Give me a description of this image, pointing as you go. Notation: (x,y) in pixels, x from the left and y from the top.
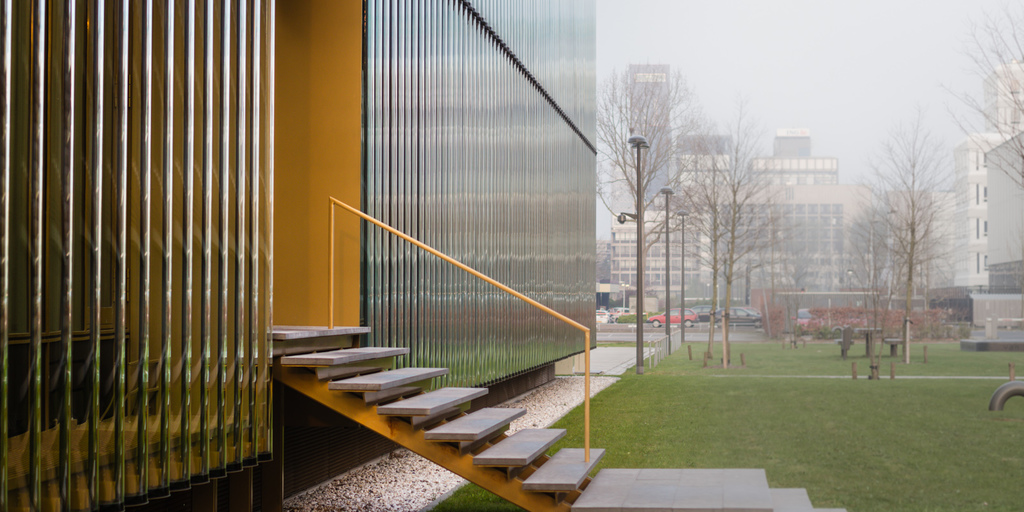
In this picture I can see there is a building (355,178) and there are some stairs (329,330) and there is a railing (333,235) here and grass (656,435). There are trees (691,188) and buildings (663,299), the sky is foggy.
